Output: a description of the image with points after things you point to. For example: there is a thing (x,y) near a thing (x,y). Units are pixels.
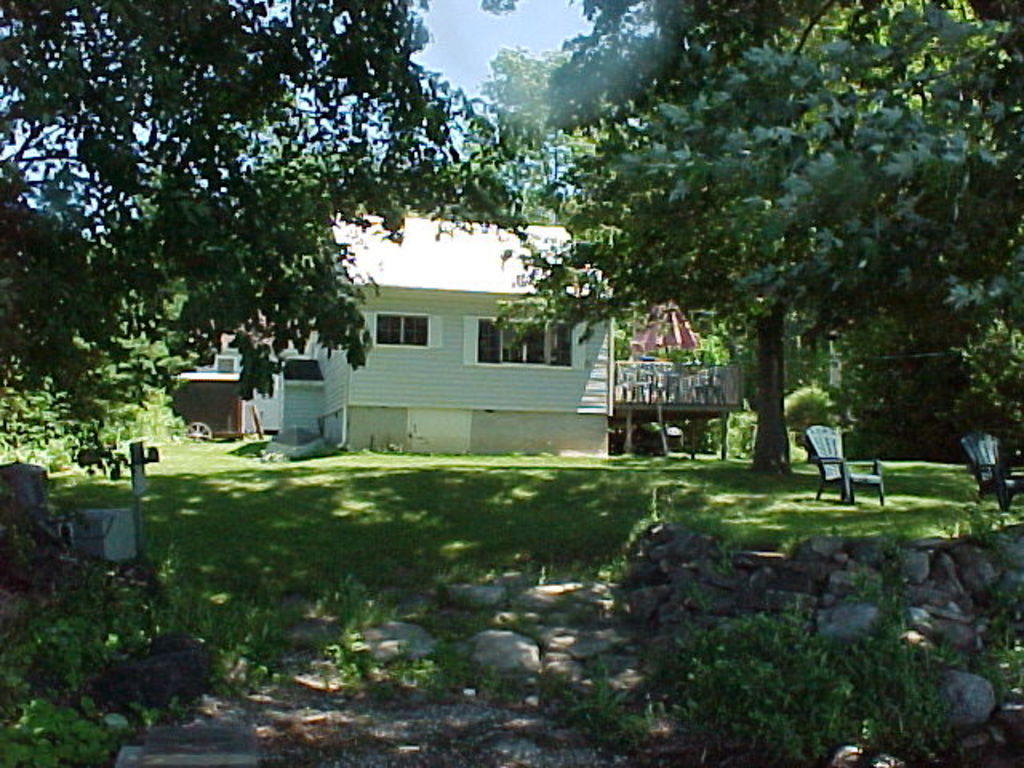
In the picture we can see the grass surface (520,555), trees (181,106), chairs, house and the part of the sky (435,29).
